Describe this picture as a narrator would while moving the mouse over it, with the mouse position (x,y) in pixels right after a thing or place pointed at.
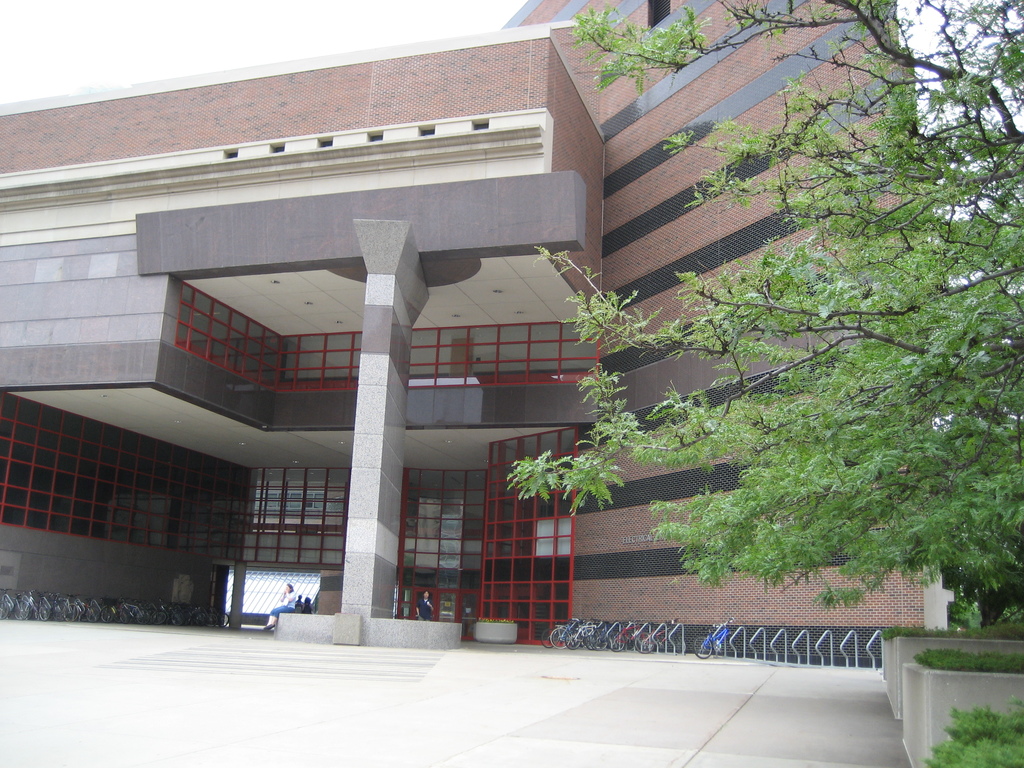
In this image there is a tall building (527,199) in the middle (497,274). On the right side (928,355) there are trees (946,320). On the left side (47,617) bottom there are cycles (99,605) parked on the road (115,629). Below the building (663,609) there are few other cycles (651,633) parked in the parking stand (683,635). In the middle (356,464) there is a pillar (358,540). Beside the pillar (367,596) there are few people (425,608).
